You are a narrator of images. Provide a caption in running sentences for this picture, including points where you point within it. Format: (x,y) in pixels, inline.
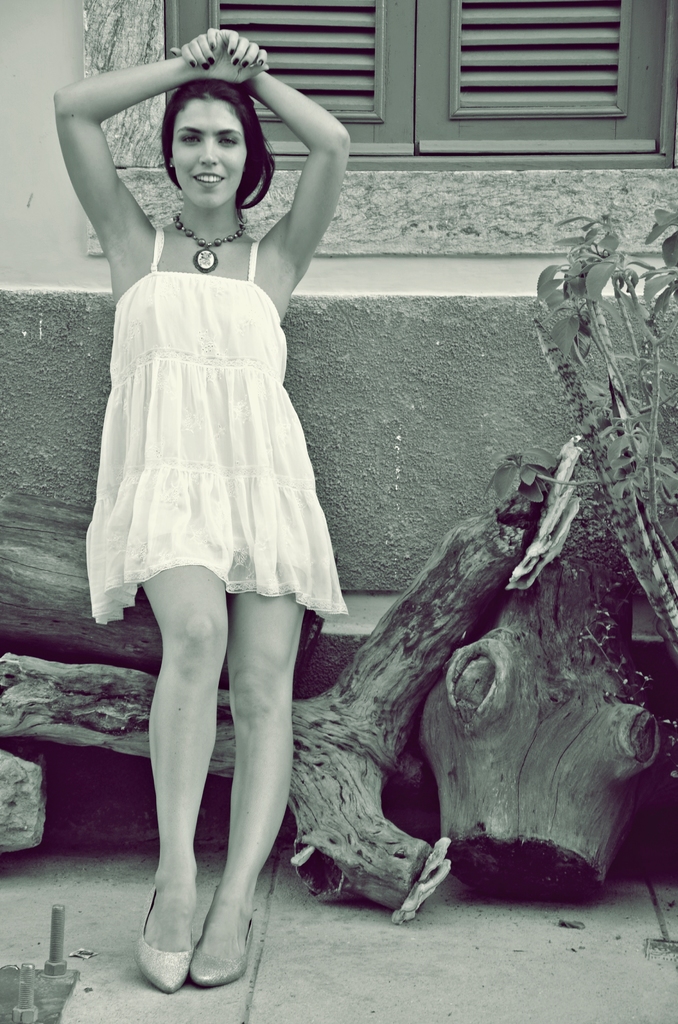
This is a black and white picture. Here we can see a woman (159,586) and she is smiling. There are logs (522,822) and a plant (676,618). In the background (51,331) we can see a wall (484,277) and a window (576,41).
